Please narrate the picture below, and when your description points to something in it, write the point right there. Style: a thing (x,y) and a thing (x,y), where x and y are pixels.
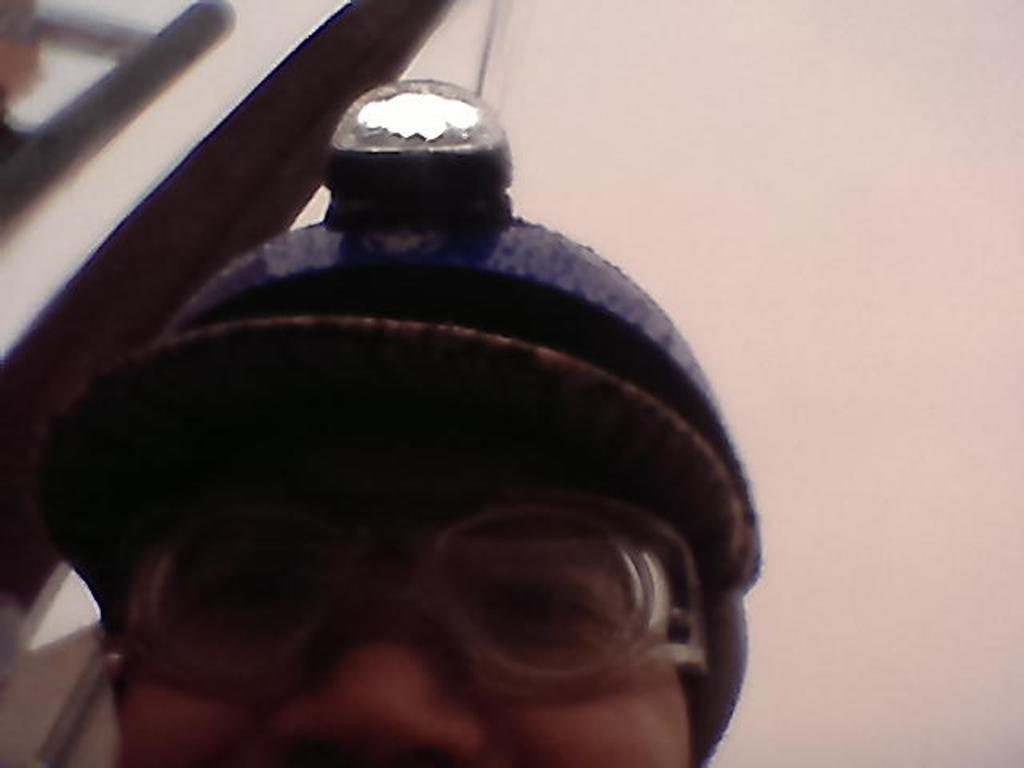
In the picture we can see a face (378,563) of a person (399,607) who is wearing helmet (491,286) and spectacles (461,557).
